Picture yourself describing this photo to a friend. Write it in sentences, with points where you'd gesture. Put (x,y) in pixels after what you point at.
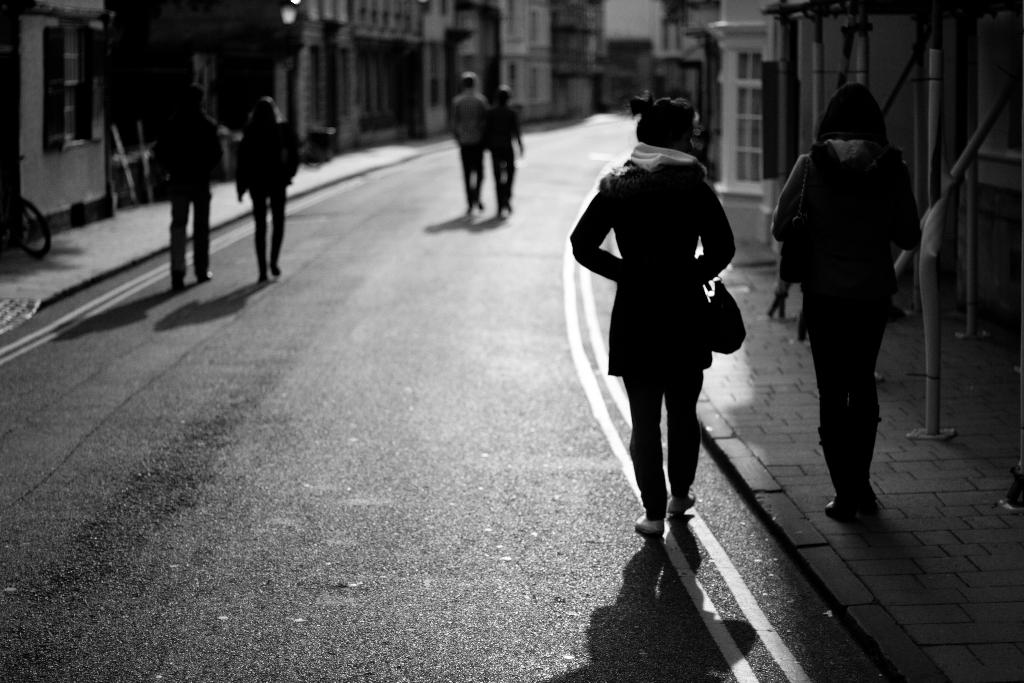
In this image, we can see a road (469,377), there are some people (588,255) walking, we can see some homes (902,120).
